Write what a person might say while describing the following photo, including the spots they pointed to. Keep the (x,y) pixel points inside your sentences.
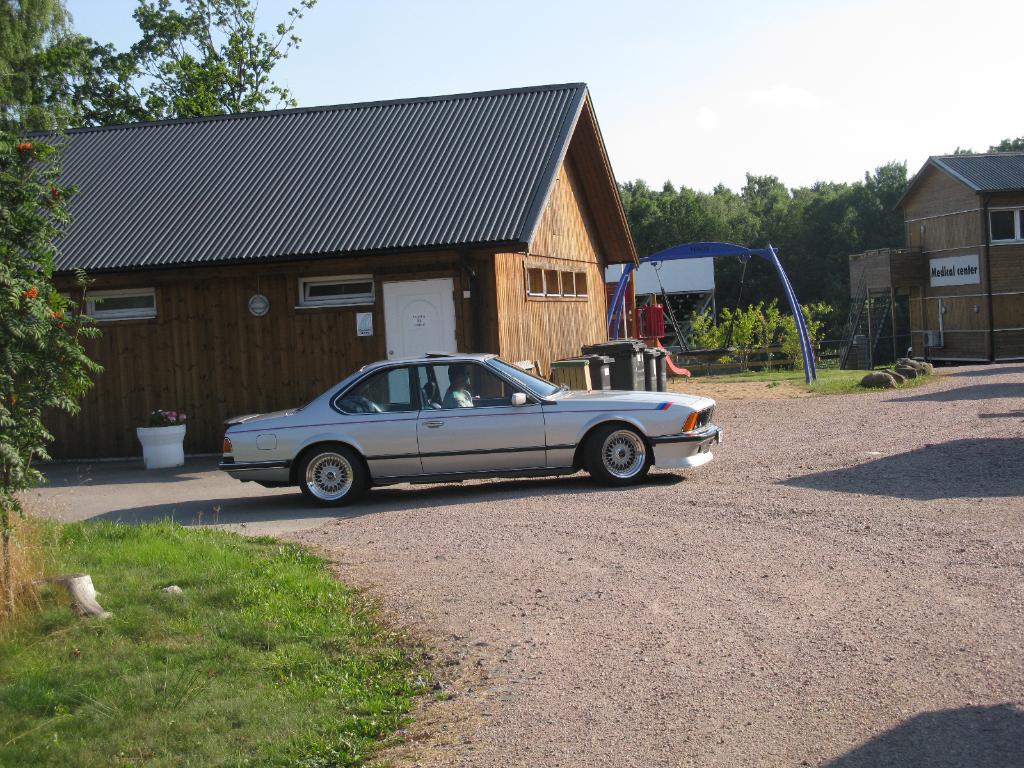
In this image there is a car (444,470) moving on a road (645,520). To the left (255,585) there are plants (38,315) and grass (142,656) on the ground (114,663). Behind the car (262,439) there are houses (601,251). Beside the house (525,259) there are barrels (614,369) and containers (610,366). In front of the house (191,433) there is a flower pot (178,429). In the background (672,207) there are trees (191,107) and a swing (713,351). At the top (642,52) there is the sky (692,63).
